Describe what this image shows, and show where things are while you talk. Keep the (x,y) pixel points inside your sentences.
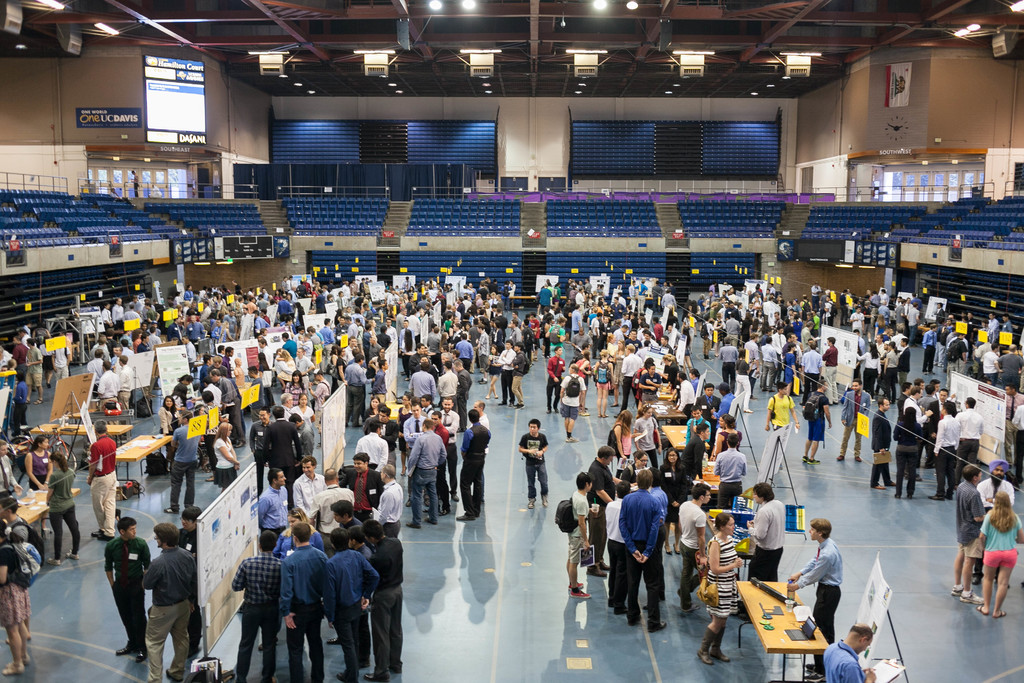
This is a picture of group of people (935,403) standing at the right side (924,339) near tables (780,634), another group of people (451,441) standing at the left side (336,588) near tables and the background (735,205) we have chairs (728,236) in the stadium (674,117), a screen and some lights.
